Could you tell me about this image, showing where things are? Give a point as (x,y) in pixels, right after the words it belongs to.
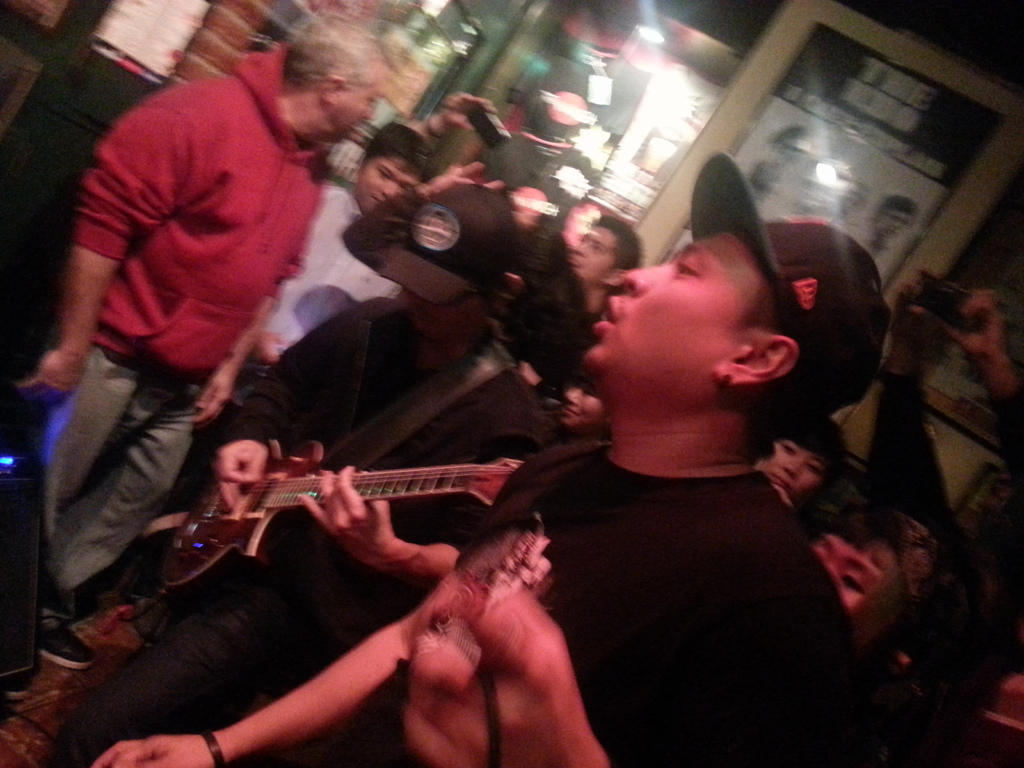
This is a picture taken in a restaurant (993,83), there are so many people (598,475) in the crowd (817,551) and the man (683,578) in black t shirt (683,600) wearing a black hat (802,291) were singing a song and the other men (487,417) in black t shirt (498,429) were playing the guitar (245,513). And the other people (916,293) were recording the performance of this people (424,445).
